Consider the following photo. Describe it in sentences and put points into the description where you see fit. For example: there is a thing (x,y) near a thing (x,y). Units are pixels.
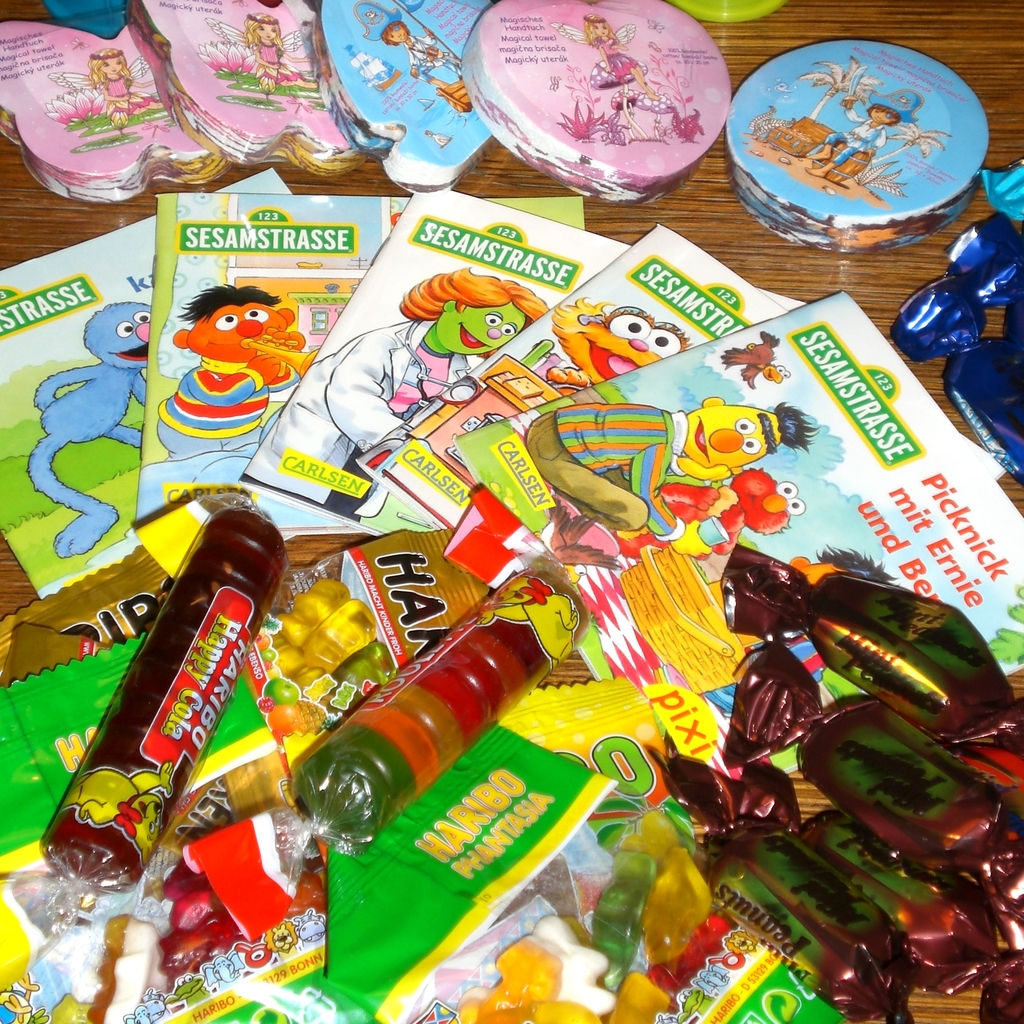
In this image on the table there are chocolates (753,621), books (660,516), candies (963,389) and few other objects (298,9).
